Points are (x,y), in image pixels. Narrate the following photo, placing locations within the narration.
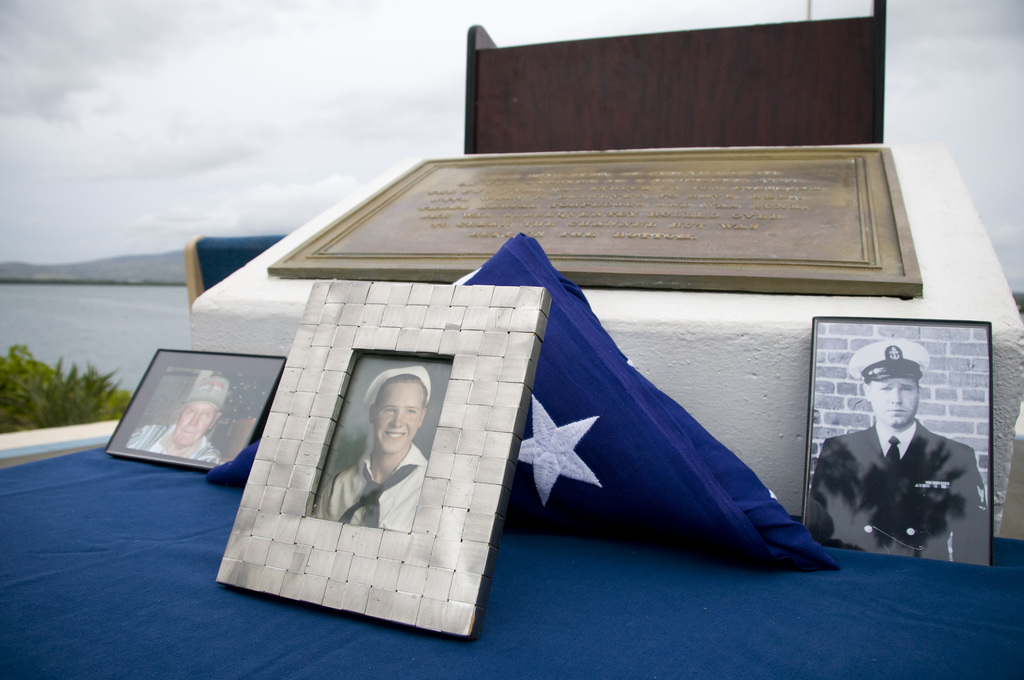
In this image, we can see photo frames (446,462) are on the cloth (627,586). Here we can see a blue cloth (638,481), frame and wooden object (640,100). Background (976,115) we can see the sky (234,209). On the left side (30,401), we can see plants (12,396), water (138,355) and hill (164,263).
